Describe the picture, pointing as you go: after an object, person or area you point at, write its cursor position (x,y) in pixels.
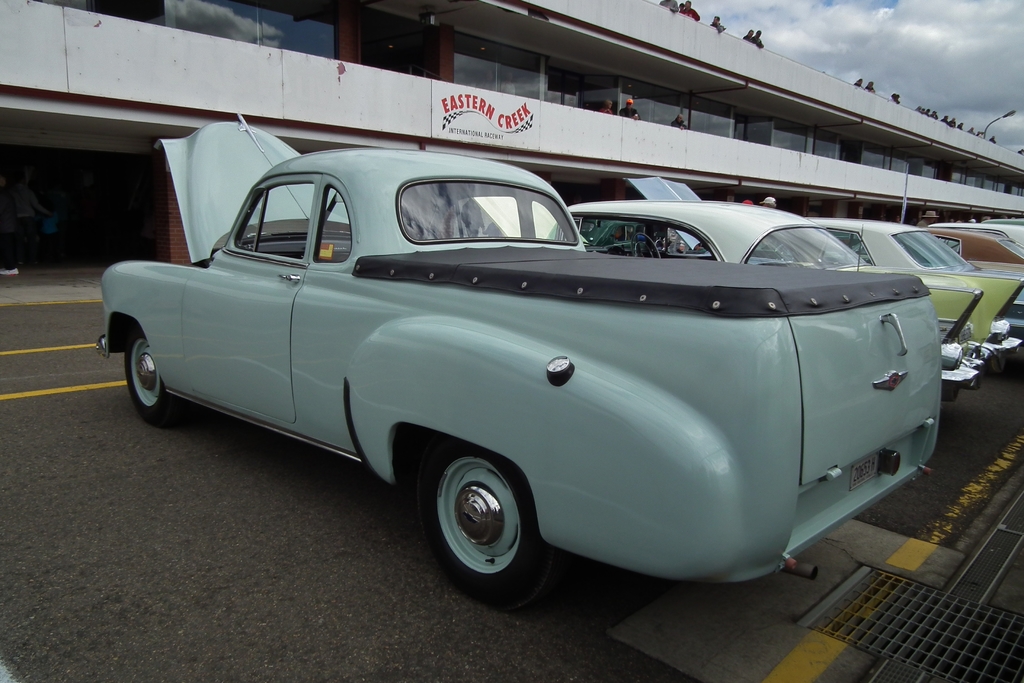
In this image we can see cars (440,483) on the road (447,640). In the background (691,163) we can see building (839,144), persons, sky (838,26) and clouds (911,59).
